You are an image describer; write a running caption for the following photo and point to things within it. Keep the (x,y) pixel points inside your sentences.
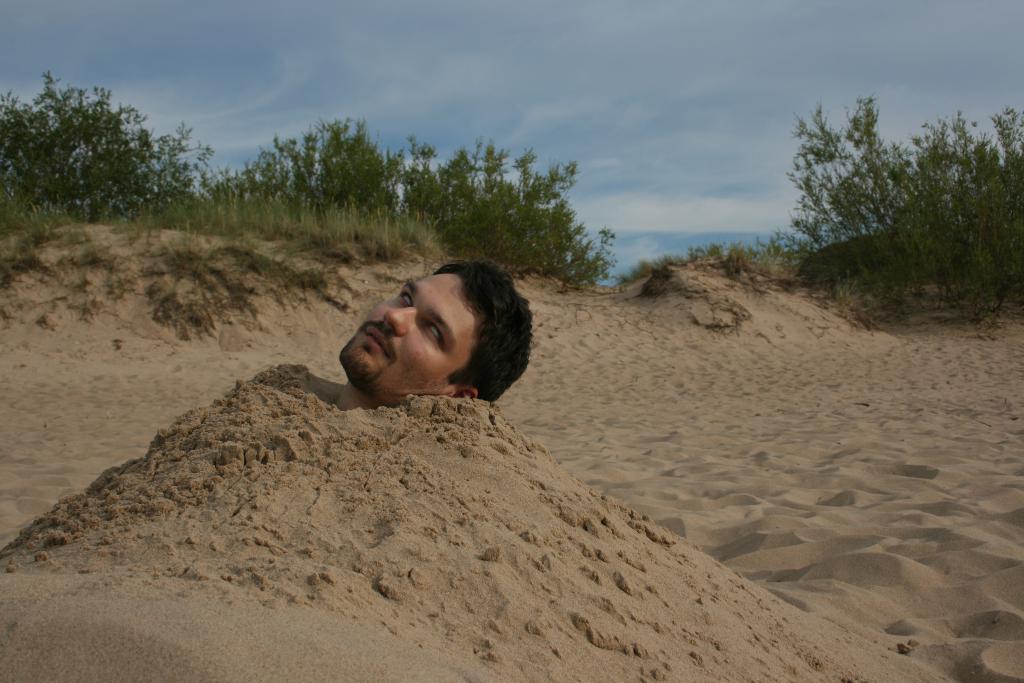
There is one man (422,383) is in the sand (423,419), we can see in the middle of this image (407,328), and there are trees (137,180) in the background (504,229). There is a sky (471,93) at the top of this image (553,102).
